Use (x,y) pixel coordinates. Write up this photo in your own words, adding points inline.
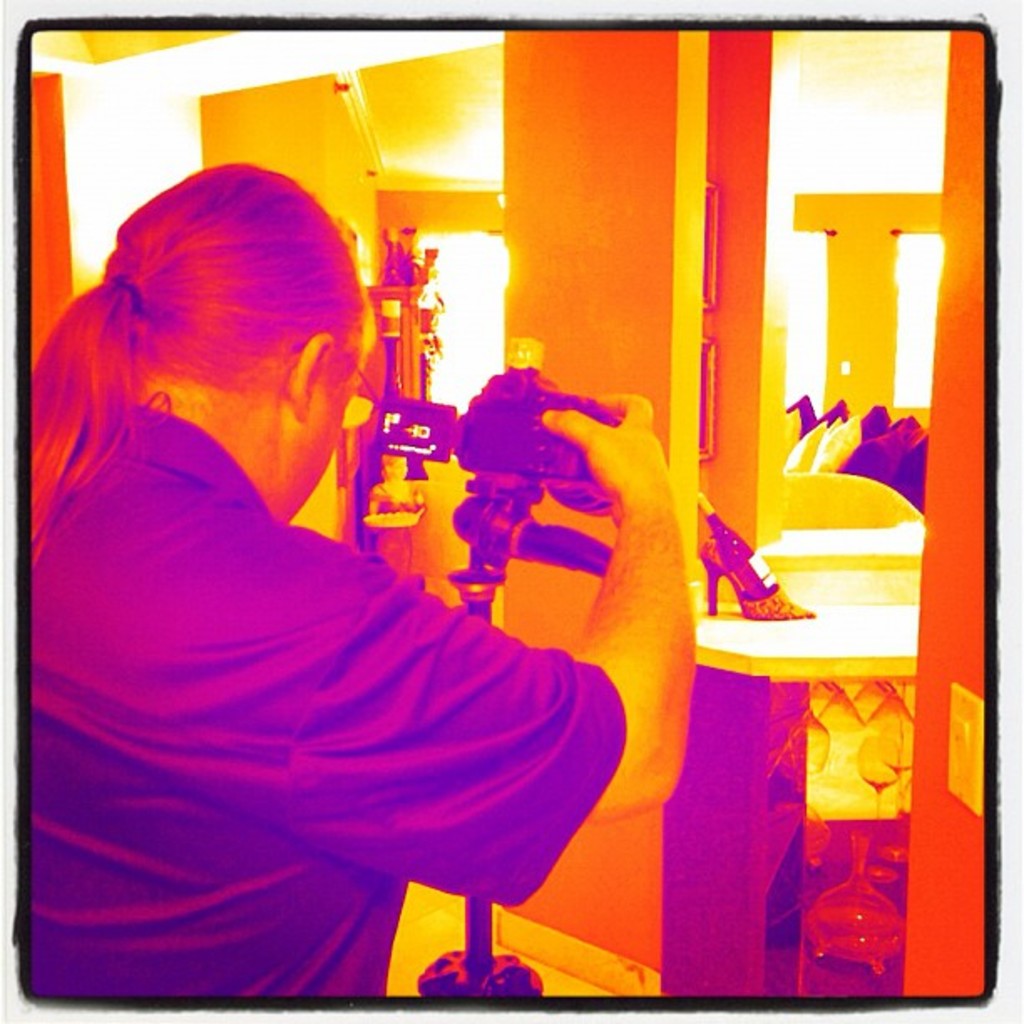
This is a photo and here we can see a person (297,465) holding a camera stand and in the background (859,435), there are some objects (807,748) and we can see cushions (800,421) and there is a sandal (812,614) on the stand (823,621).
